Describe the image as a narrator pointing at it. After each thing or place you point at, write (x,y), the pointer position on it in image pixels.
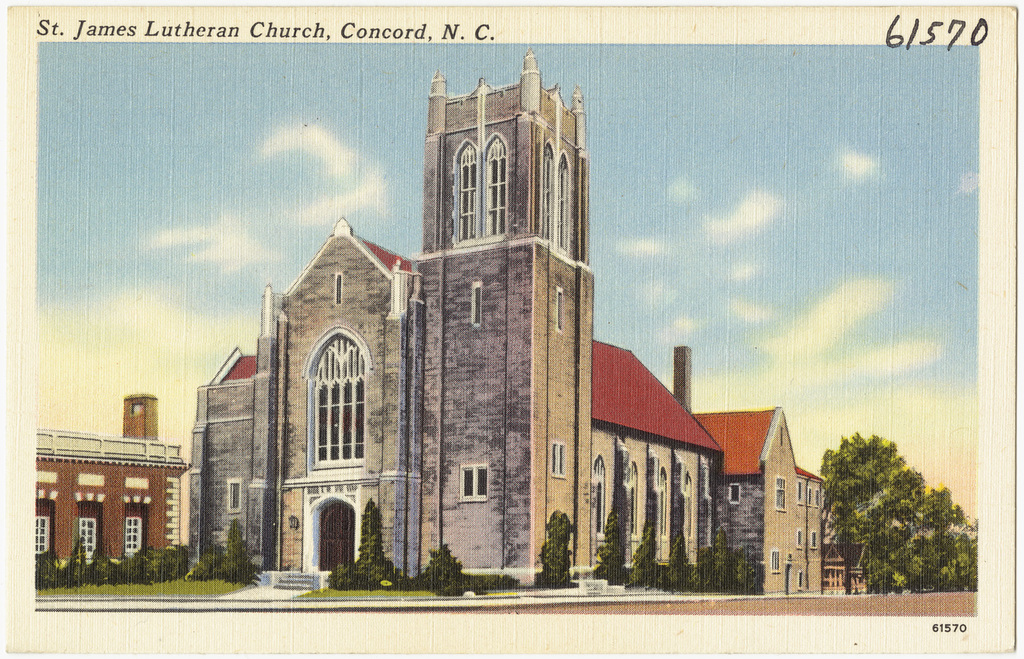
In this picture I can see a poster (802,265), where there is a photo (605,415) of buildings (704,509), trees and the sky (852,167), and there are words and numbers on the poster (740,384).
